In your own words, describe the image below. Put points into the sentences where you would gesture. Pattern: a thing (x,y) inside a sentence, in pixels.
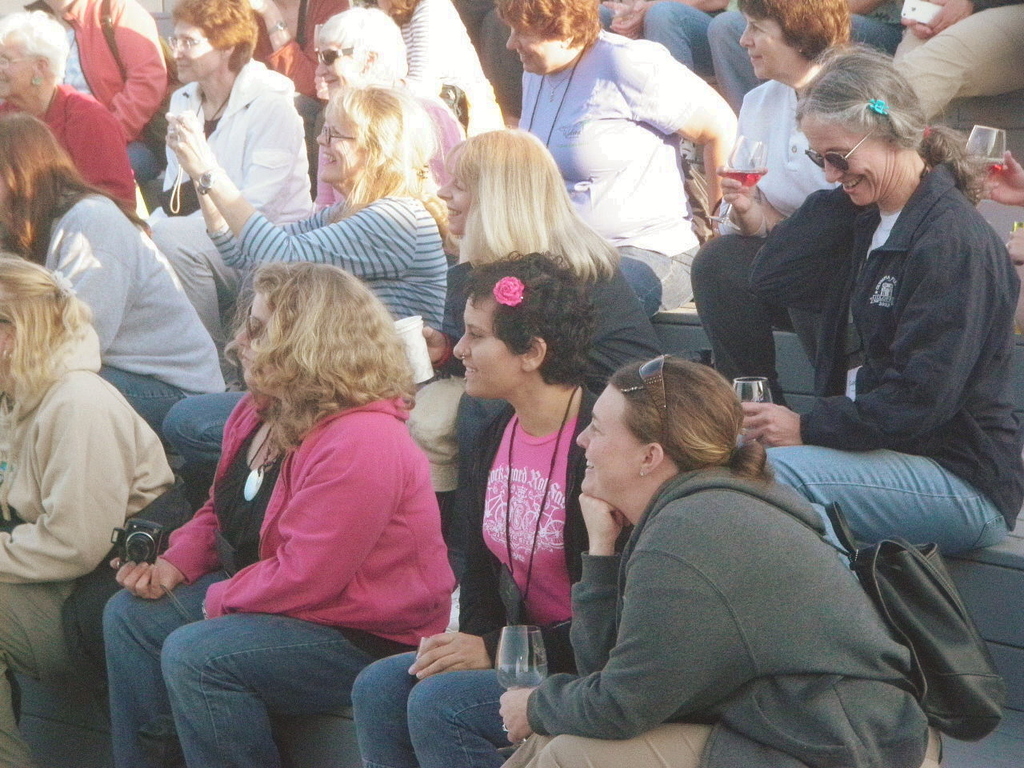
In this picture there are people (608,154) in the center of the image (639,413), some are holding glasses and some are taking photos in the image.
